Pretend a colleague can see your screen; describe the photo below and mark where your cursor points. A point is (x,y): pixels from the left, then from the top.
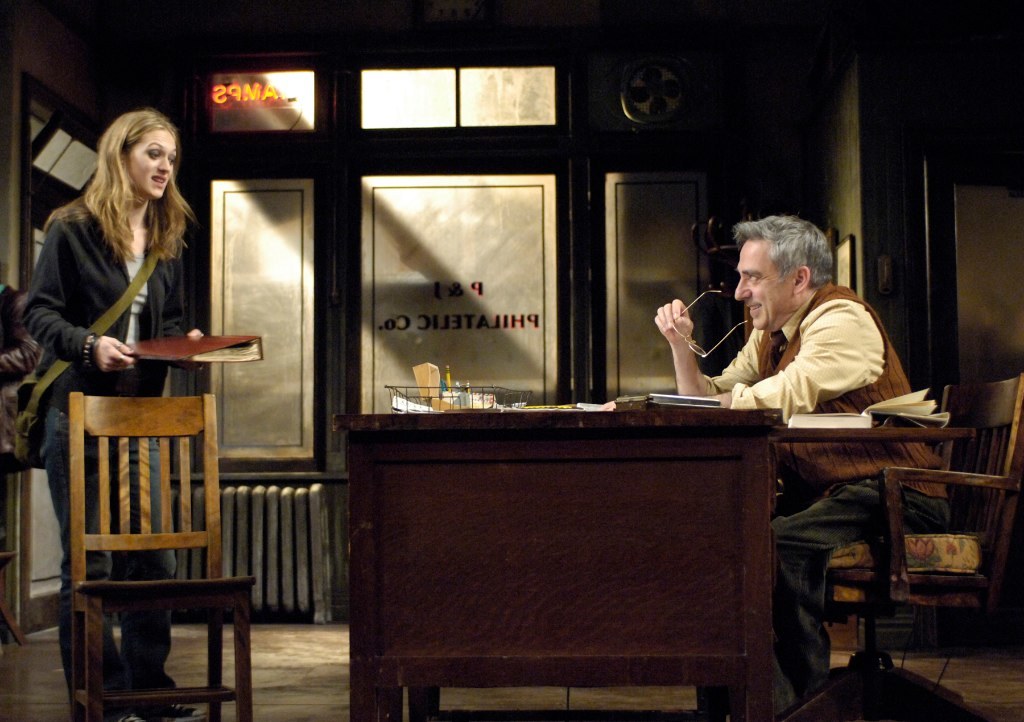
In this picture we can see man (796,365) holding spectacle (684,317) in his hand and sitting on chair (868,551) and in front of him there is table (732,419) and on table (711,462) we can see book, tray (502,405), papers (525,406) and here woman (99,379) standing carrying bag (29,421) and holding book (255,347) in her hand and we can see chair (147,421) in front of her and in background (274,223) we can see wall (589,149), fan (644,78), window (413,247).
